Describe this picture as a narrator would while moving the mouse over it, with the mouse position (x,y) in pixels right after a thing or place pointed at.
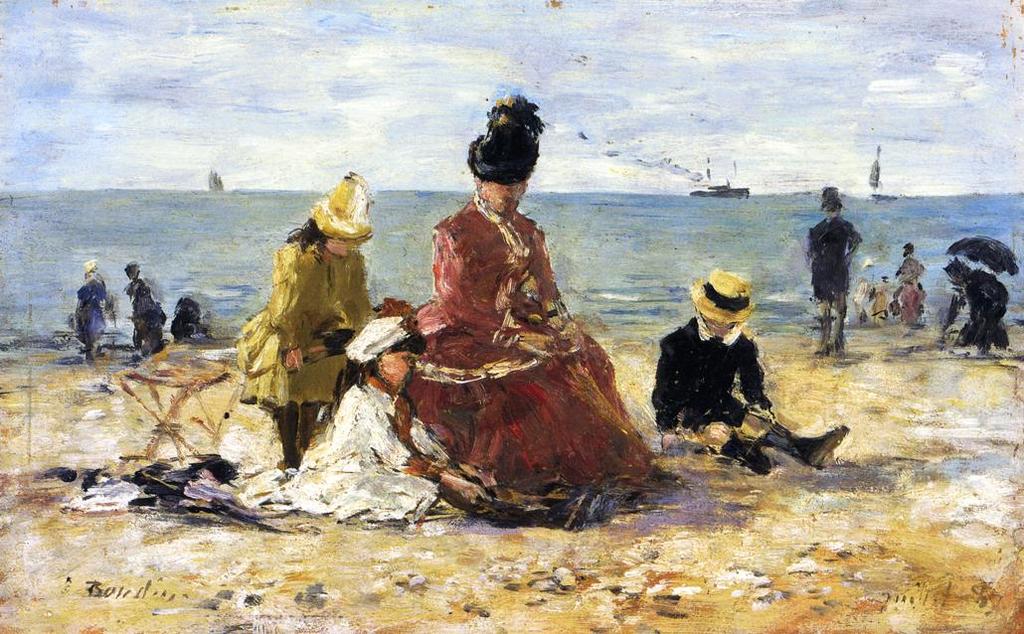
In this image I can see the painting (482,378) in which I can see few persons (422,342), the ground (426,545), the water (666,258) and few boats (736,189) on the water (721,204). In the background (729,172) I can see the sky (268,150).
